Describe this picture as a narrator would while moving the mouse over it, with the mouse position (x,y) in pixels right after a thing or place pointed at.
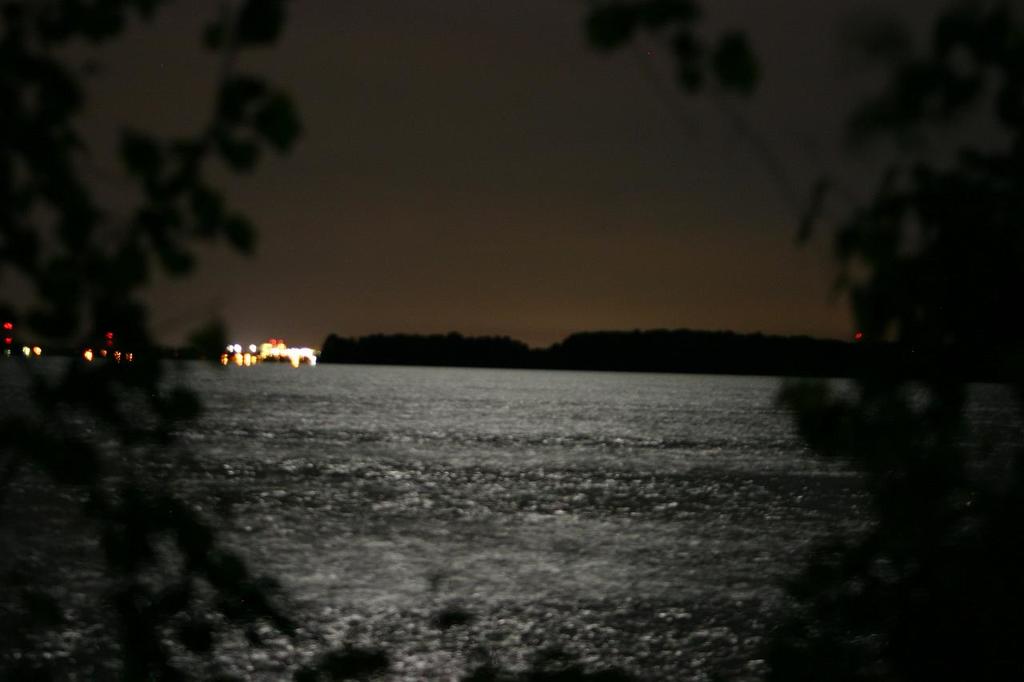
In this image we can see water (439,499) and there are trees (840,437). In the background (547,346) there are hills (370,349), lights (259,360) and sky (431,263).
